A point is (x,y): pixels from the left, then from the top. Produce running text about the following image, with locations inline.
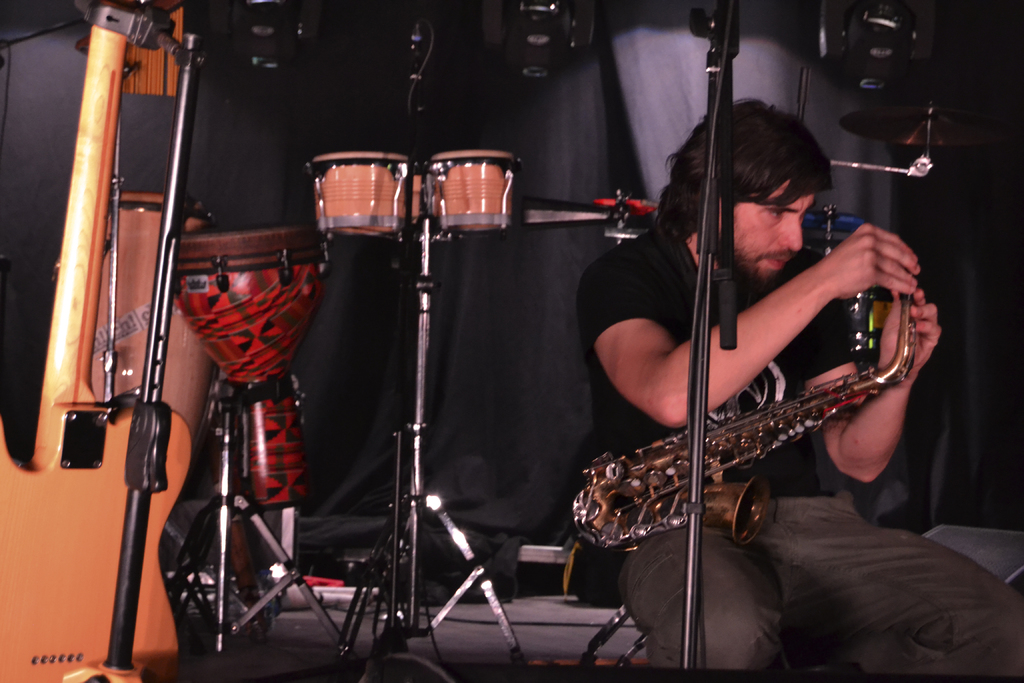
The person (644,294) wearing black shirt (686,302) is setting a saxophone (771,415) and there are some musical instruments (100,204) behind him.
